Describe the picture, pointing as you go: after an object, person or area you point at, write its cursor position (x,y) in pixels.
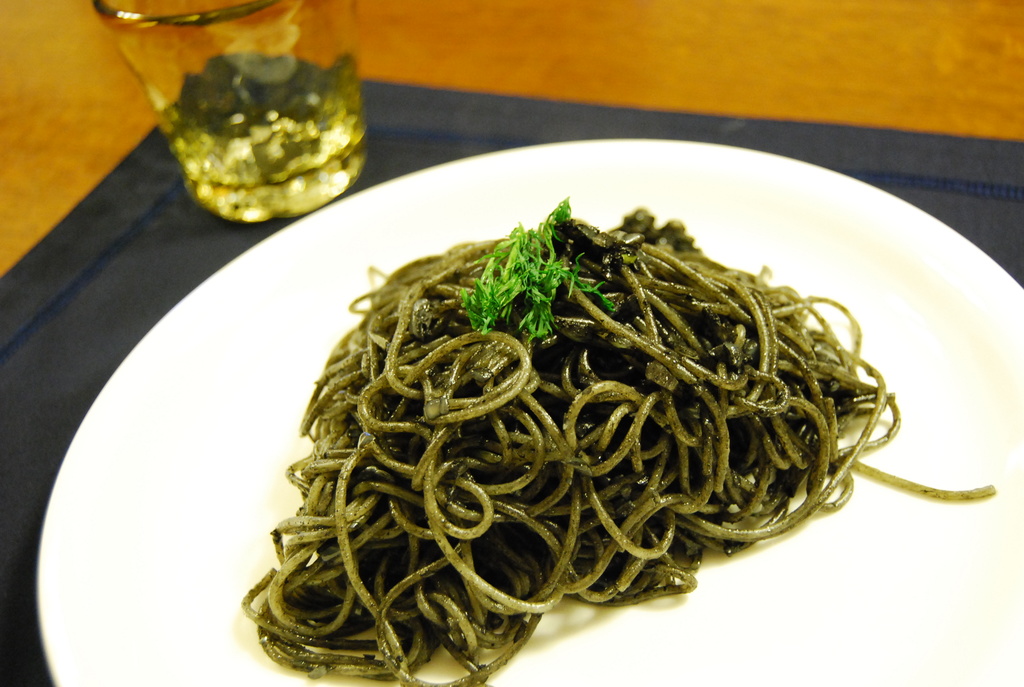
In this image, we can see a plate (926,378) contains some noodles (454,472). There is a glass (280,141) in the top left of the image (228,99).
